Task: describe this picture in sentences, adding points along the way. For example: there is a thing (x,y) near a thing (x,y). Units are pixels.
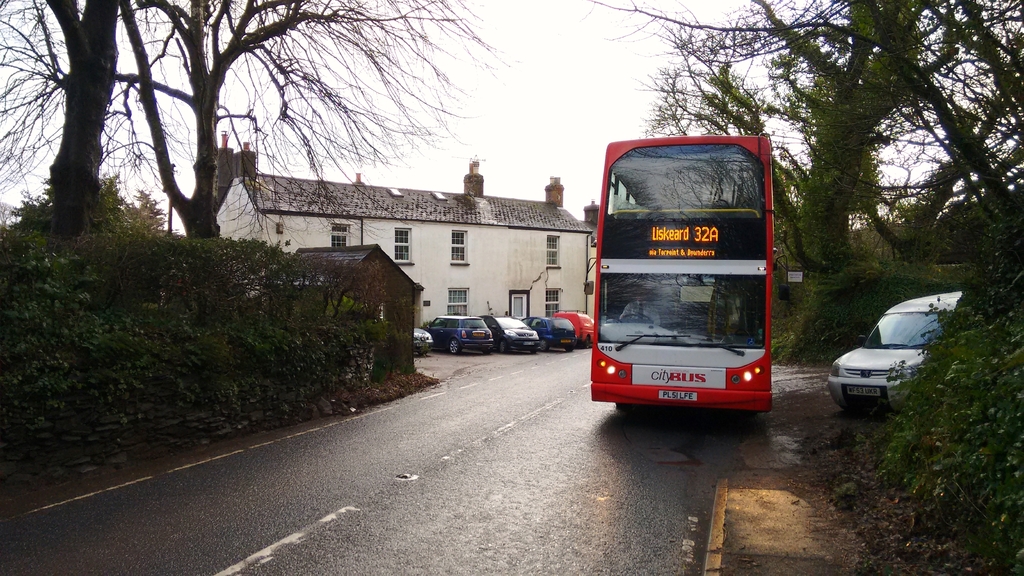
In the image we can see there are two vehicles (625,354) on the road (543,381), this is a plant (229,344), building (457,257) and windows (454,251) of the building (457,257), tree (194,50) and a sky (533,96). There is a road (372,447) and white lines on the road (299,548).
